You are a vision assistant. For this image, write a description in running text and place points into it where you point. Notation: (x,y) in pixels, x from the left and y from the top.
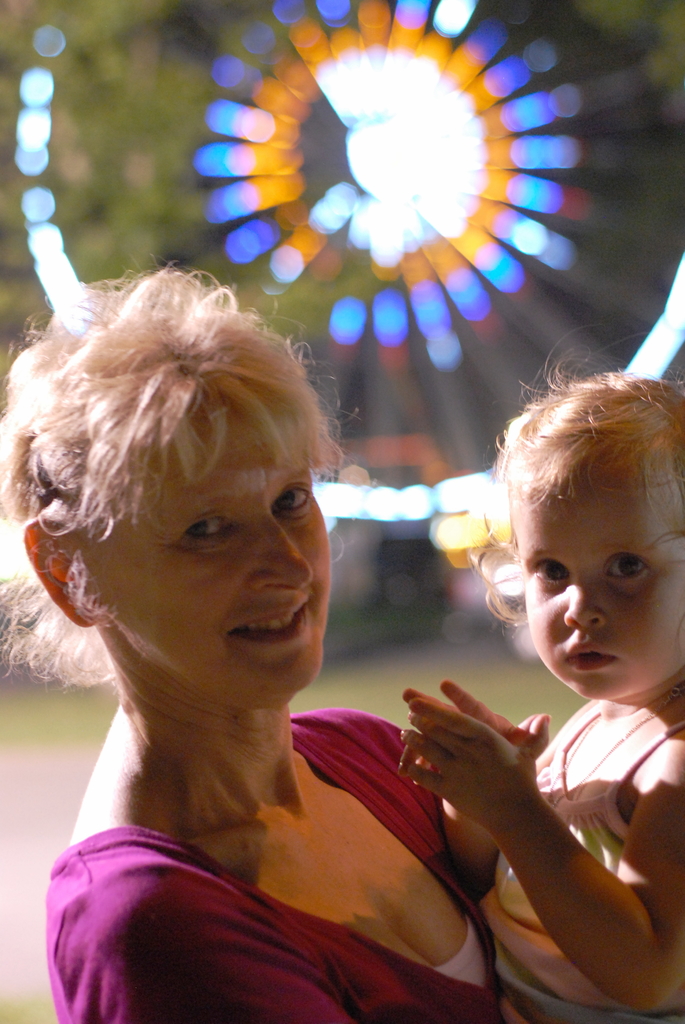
In this image we can see a woman (404,820) holding baby (535,889) in the hands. In the background (206,163) we can see a fun ride (439,244) and trees (84,145).
